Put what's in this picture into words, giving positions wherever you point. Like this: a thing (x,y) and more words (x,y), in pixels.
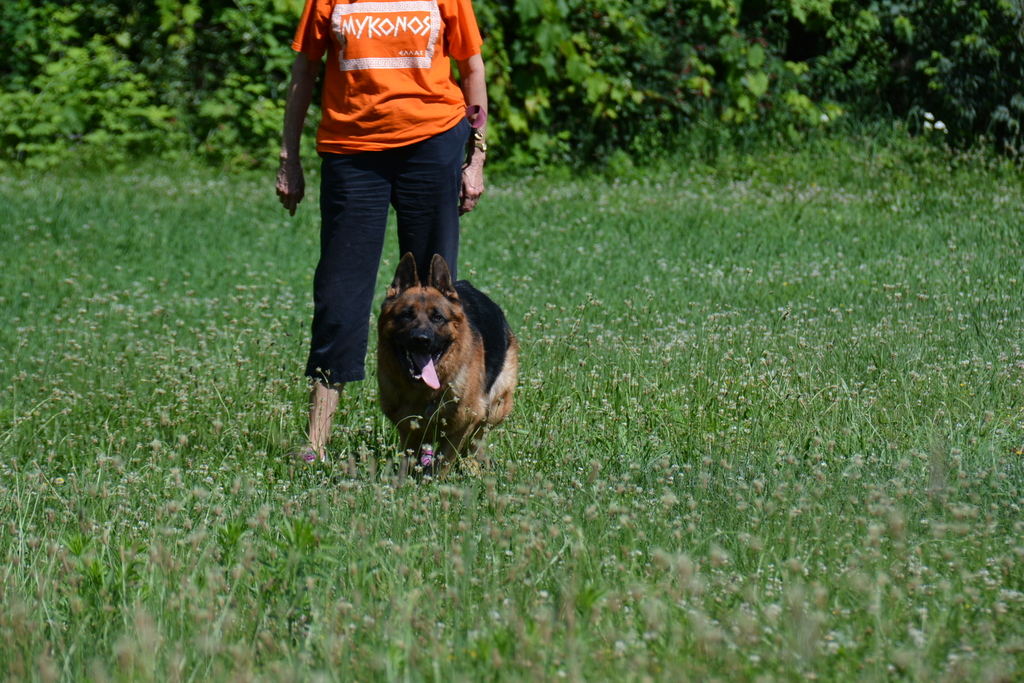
In this image there is a dog (494,404), a person (428,155) and greenery (11,79).
